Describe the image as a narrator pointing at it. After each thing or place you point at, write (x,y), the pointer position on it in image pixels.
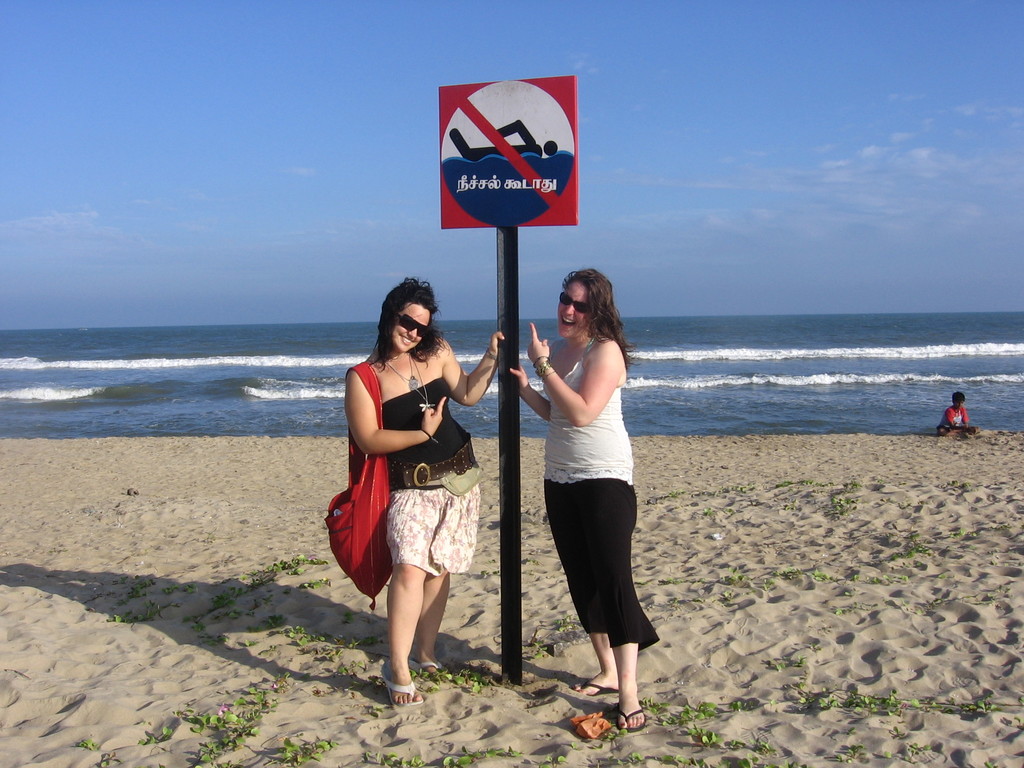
In this image I can see two persons (612,464) standing holding a pole (502,331). The person (618,500) at right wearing white shirt (606,434), black pant (599,483) and the person (450,467) at left (335,540) wearing black shirt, white short (421,532) and red color bag (358,536). Background (834,331) I can see the other person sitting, water (850,331) and sky (733,163) in blue color.
